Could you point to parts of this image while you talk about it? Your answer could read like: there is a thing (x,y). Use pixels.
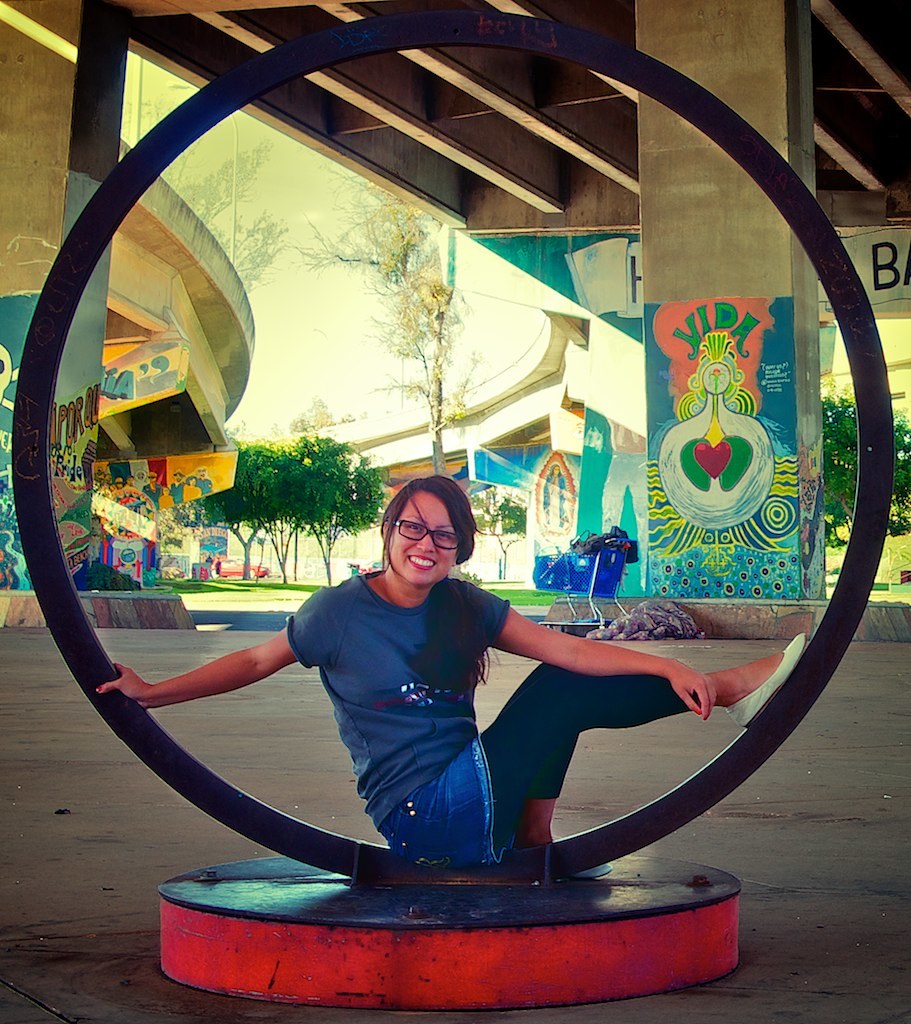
In this picture we can see a woman (371,721) sitting in a round shaped object (607,892). Behind the woman (419,706), there are paintings (592,503) on the walls (564,485) and there are trees (246,559), a vehicle (234,575), grass (244,582) and a pole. At the top of the image (294,113), it looks like a bridge (535,15) and there is the sky (326,345).
